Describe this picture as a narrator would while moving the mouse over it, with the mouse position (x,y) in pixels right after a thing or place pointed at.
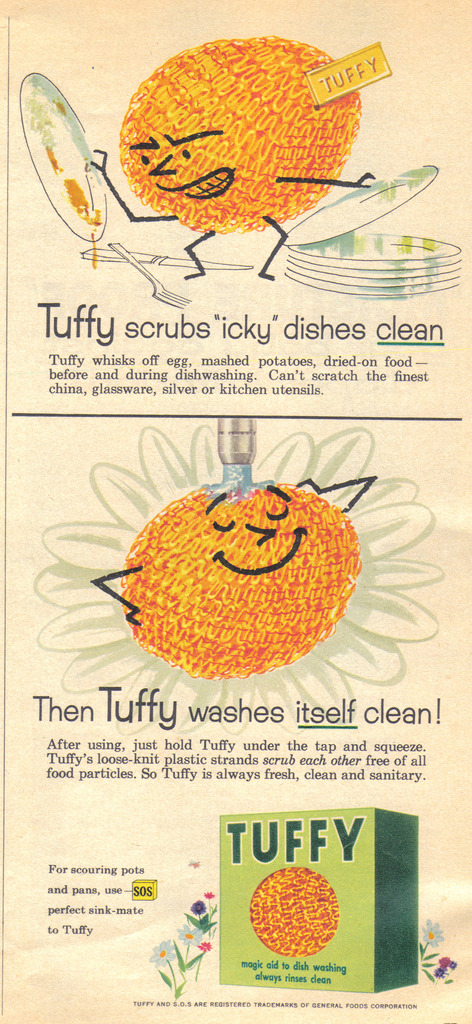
In this image I can see few cartoon characters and I can also see something is written. On the bottom side of this image (411,910) I can see a green colour thing (227,877).
